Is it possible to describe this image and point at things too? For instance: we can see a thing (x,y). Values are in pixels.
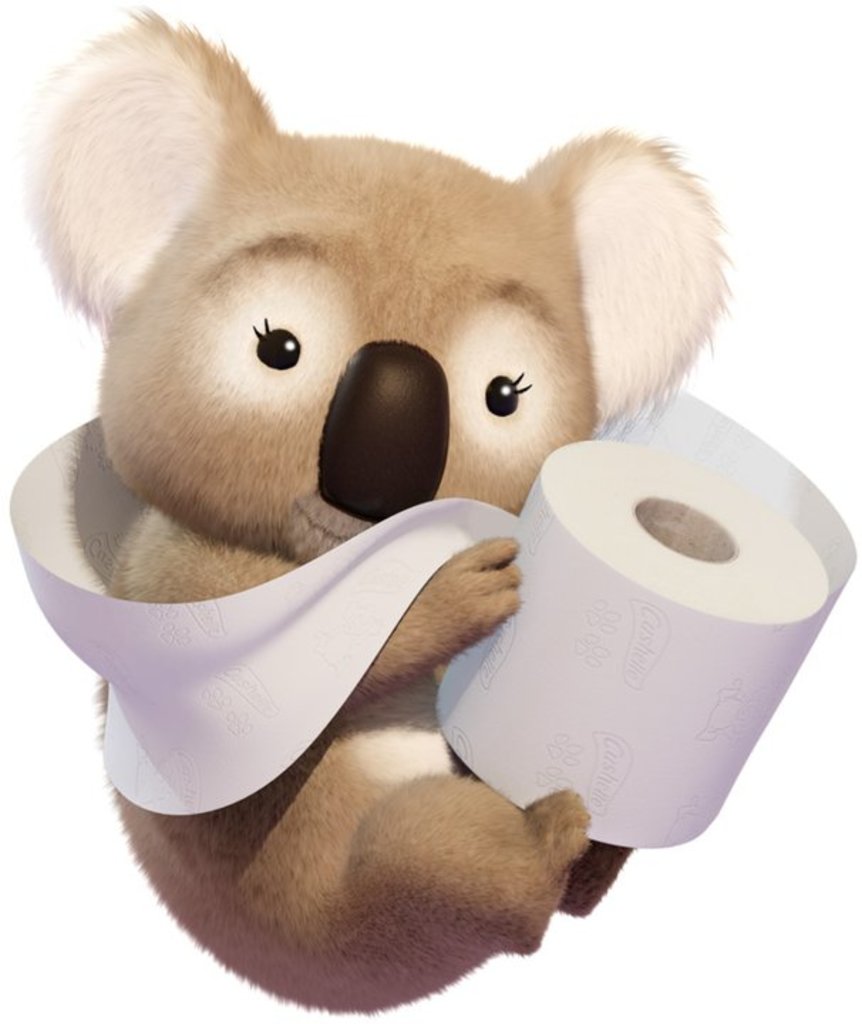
In this image we can see the depiction of an animal (549,343) holding the roll paper (701,646) and the background of the image (664,1011) is in white color.
